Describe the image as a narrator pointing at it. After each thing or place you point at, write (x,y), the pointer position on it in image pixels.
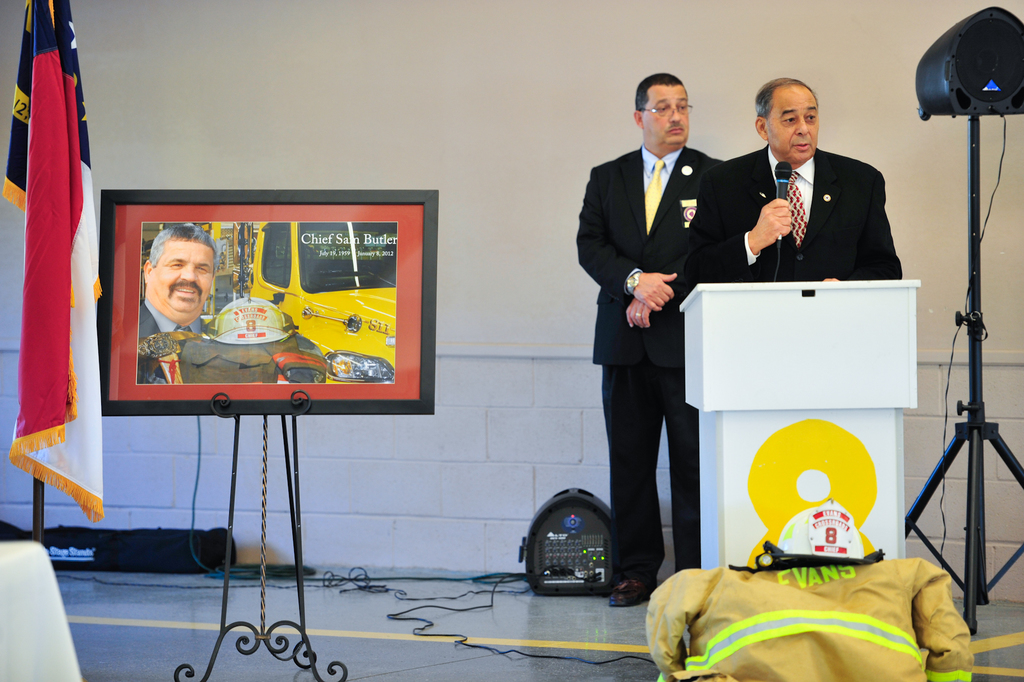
In this we can see two men (732,205), a man (728,204) on the right (767,216) is standing in front of a podium (802,293) and holding a microphone (781,237), on the left side (38,234) there is a flag (78,236), we can see a stand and a photo frame (264,327) behind the flag (59,269), at the right bottom (831,629) there are clothes (834,647), we can see a stand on the right side (968,179), in the background (493,109) there is a wall (493,109), we can see a machine (550,574) and wires (432,624) at the bottom (395,592).
